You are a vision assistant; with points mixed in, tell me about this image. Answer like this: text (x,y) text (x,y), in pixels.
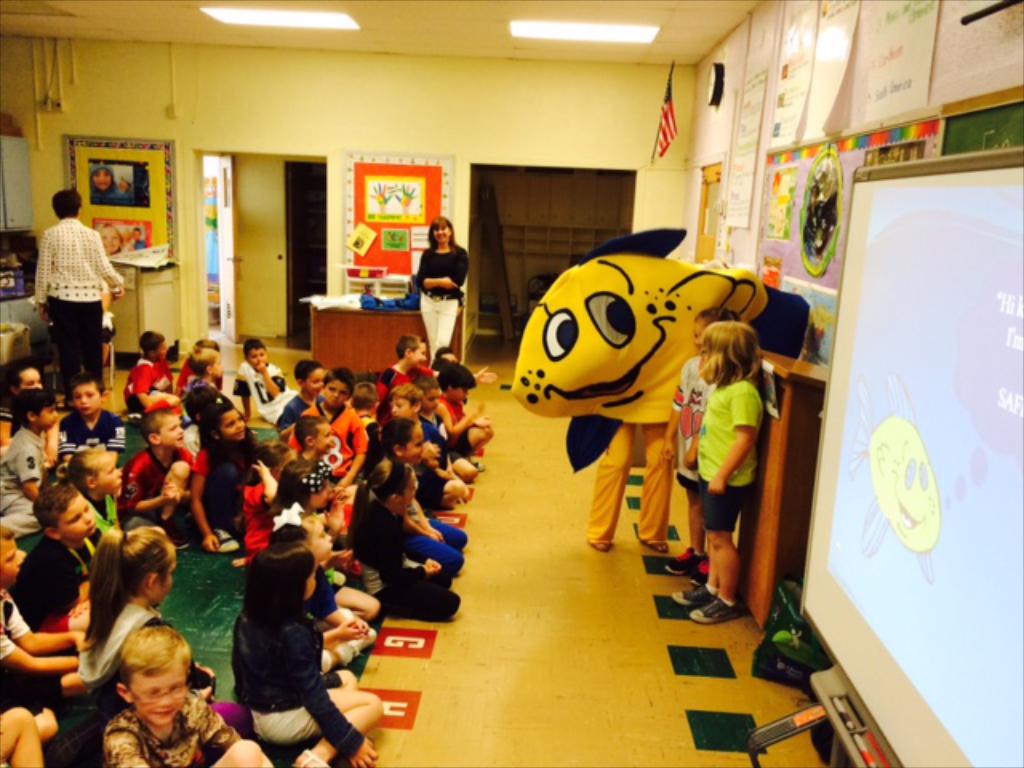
On the right side of the image (838,471), there are posters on the wall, screen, few objects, podium (810,448), board (992,141), mascot (676,367) and kids (720,615) on the floor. On the left side of the image (218,450), we can see kids (269,612) sitting and two persons (69,314) standing. In the background (348,205), we can see wall (337,219), doors (265,254), posters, tables (373,327), cupboards (135,337), pipes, flag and a few things (27,331). At the top of the image (470,39), there are lights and ceiling (411,30).
